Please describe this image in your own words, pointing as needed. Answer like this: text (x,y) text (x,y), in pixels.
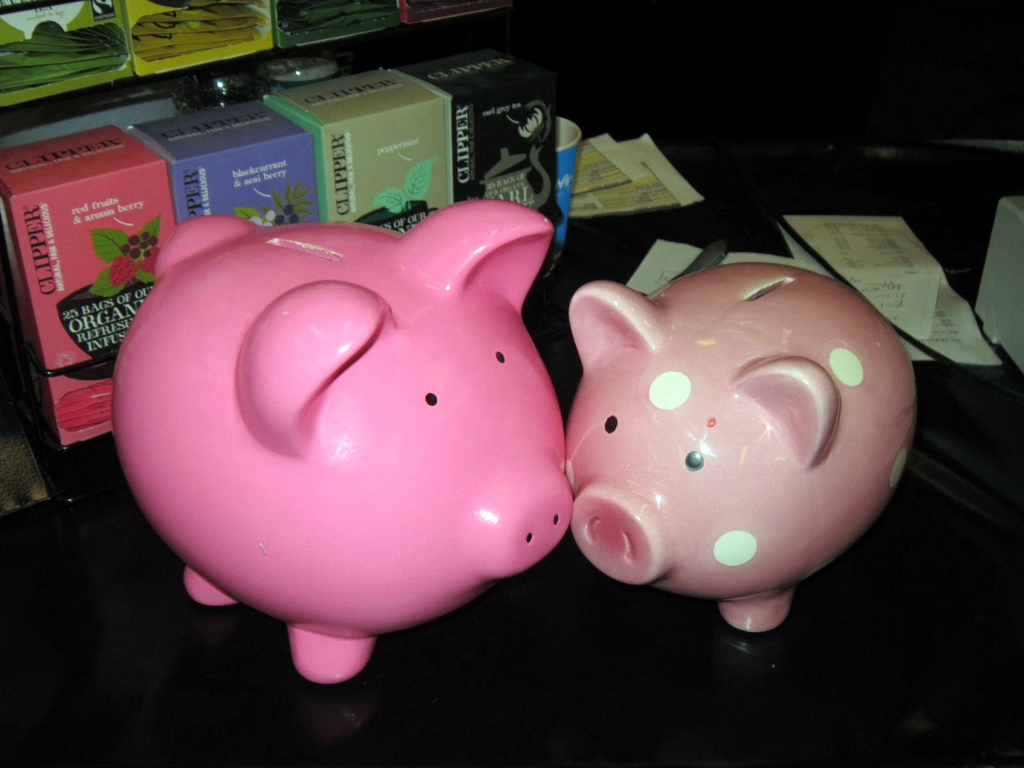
In this image we can see two piggy banks (522,422), group of boxes (494,159), papers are placed on the surface (431,656). In the background (44,72), we can see some boxes (168,36) containing packets (213,15) on the rack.
